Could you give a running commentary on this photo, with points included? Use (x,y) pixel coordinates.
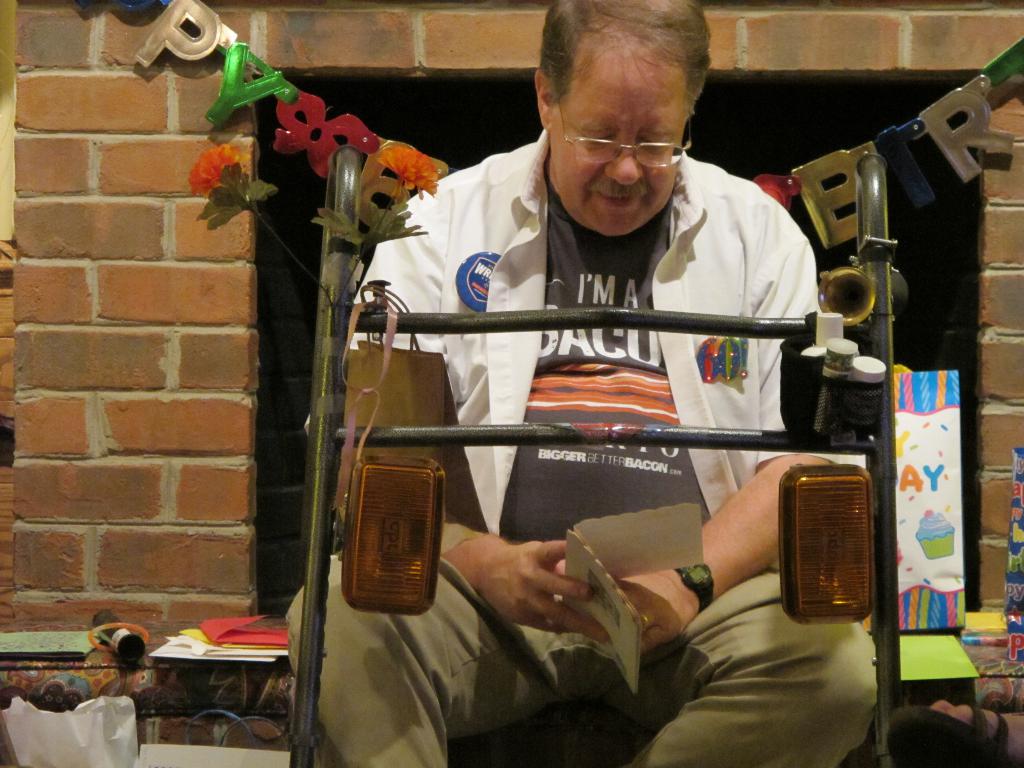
In the picture we can see a man (336,602) sitting on the bench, front of him we can see a stand (784,439) with some lights (397,603) and in the background (177,485), we can see a wall (170,301) with brick design (109,344) and beside him on the bench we can see some greeting cards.
